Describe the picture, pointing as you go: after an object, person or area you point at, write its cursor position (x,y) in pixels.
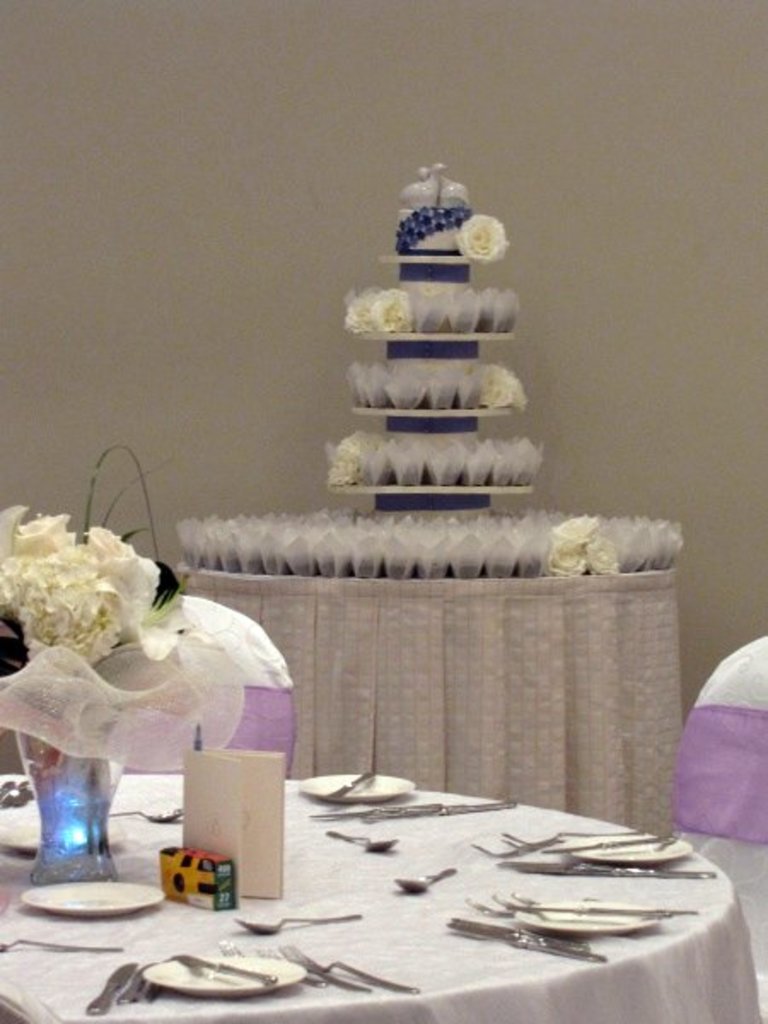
We can see plates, boxes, spoons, forks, knives (400,809), cloth (135,859) and flowers (150,655) in a glass vase (72,766) on the table (167,779). In the background (381,744) we can see layers cake (469,479) with flowers (490,383) and decorative items (421,520) on the table (387,591) and cloth (370,600) attached on this table (336,575) and we can see wall (631,501).
